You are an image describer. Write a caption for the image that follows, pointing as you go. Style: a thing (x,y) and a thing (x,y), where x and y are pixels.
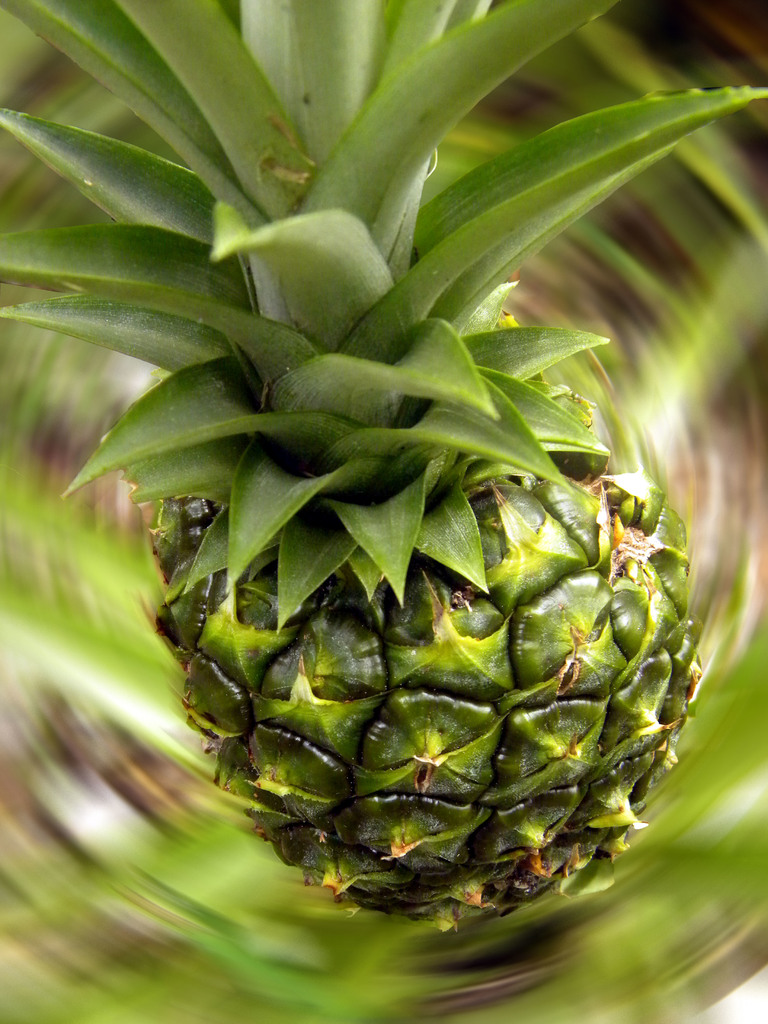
In this image I can see a pineapple (496,614) which is in green and brown color. Background (754,944) is in green color.
